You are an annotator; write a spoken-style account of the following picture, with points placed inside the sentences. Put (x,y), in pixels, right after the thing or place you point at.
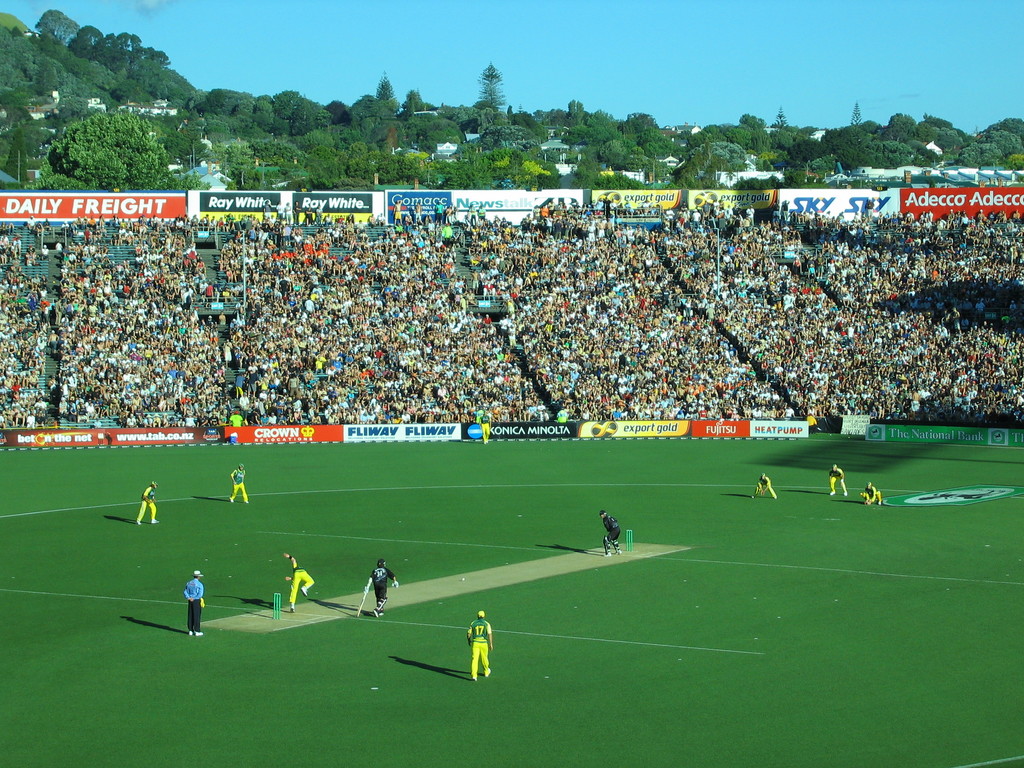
In this image we can see the cricket stadium (728,608), some people (871,498) are playing cricket on the ground (760,693), some banners (809,205) with text (31,442), some people (21,411) are holding objects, some people (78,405) are standing, some objects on the ground (772,697), some people (935,404) are sitting, some houses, some poles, some trees (825,156), bushes (824,171), plants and grass (634,573) on the ground (962,487). At the top (233,59) there is the sky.
